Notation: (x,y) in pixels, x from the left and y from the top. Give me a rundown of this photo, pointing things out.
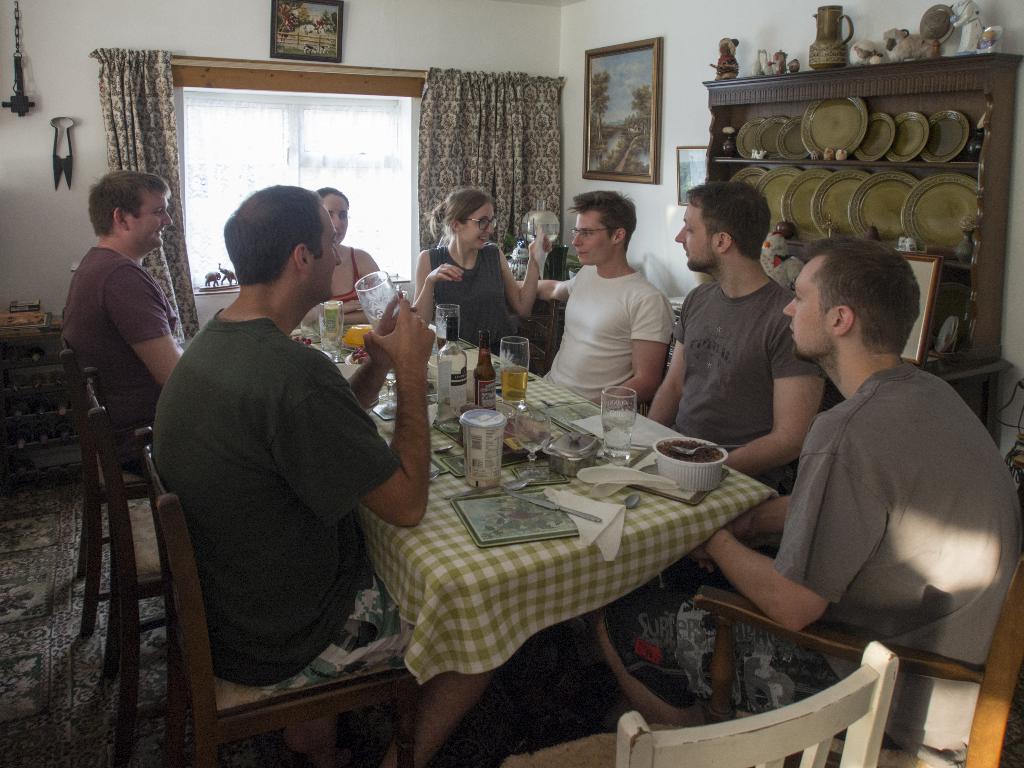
This is a room (473,382) and few people (603,367) are sitting at the table (436,533) on the chair (355,700). On the table (510,528) we can see cloth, spoon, knife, frame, glasses (615,424), wine bottle (446,380). He is holding glass (377,282). In the background (286,82) we can see a wall (213,33), curtain (136,107) and a window (315,105). There are three frames (638,88) on the wall (582,25). There is a cupboard (880,166) here with some plates (837,194).
